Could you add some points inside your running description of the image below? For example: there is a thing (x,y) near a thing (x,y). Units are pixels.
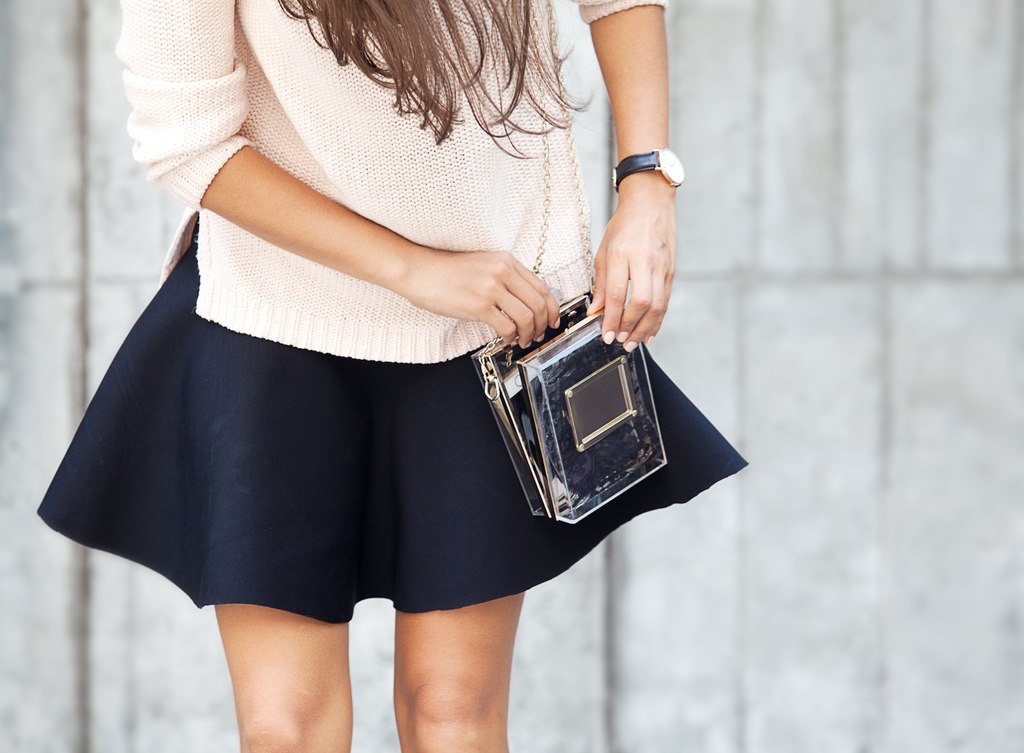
In this picture we can see a woman (534,257) carrying a bag (589,360) and in the background (920,320) we can see the wall (827,509).
